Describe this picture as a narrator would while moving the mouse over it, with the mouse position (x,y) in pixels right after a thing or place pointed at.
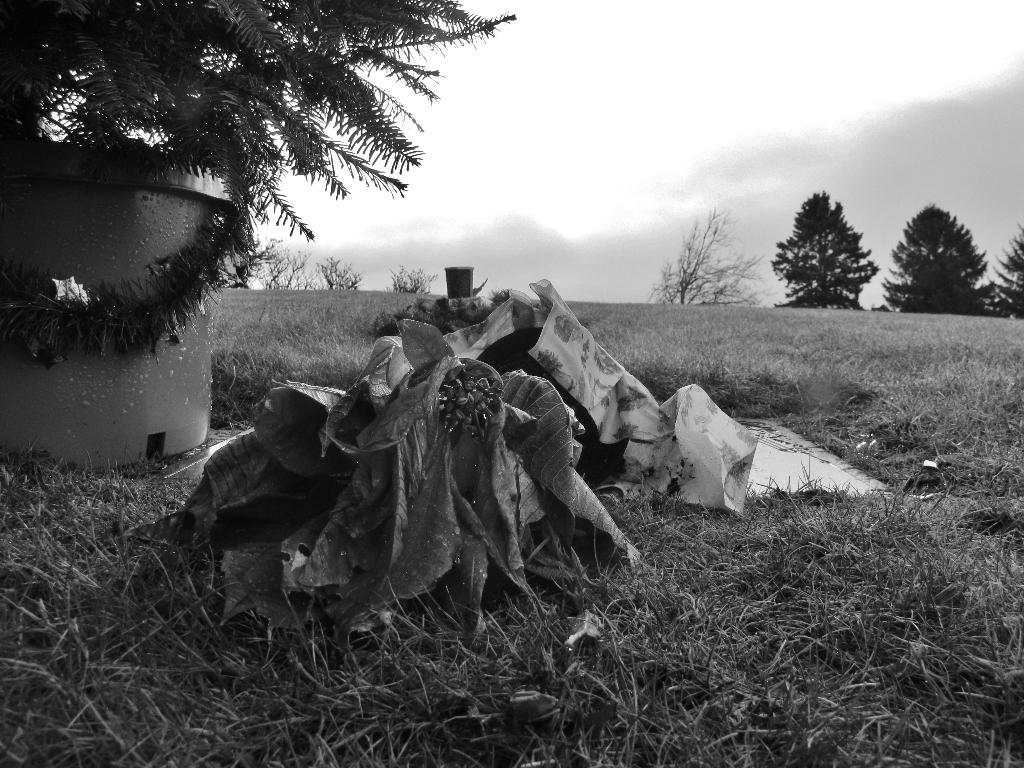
This picture show that some garbage (436,521) and plastic cover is placed on the grass lawn (437,624). Beside we can see a tree (259,117) and round concrete tank (89,420). In the background (957,257) we can see some trees (937,255).
